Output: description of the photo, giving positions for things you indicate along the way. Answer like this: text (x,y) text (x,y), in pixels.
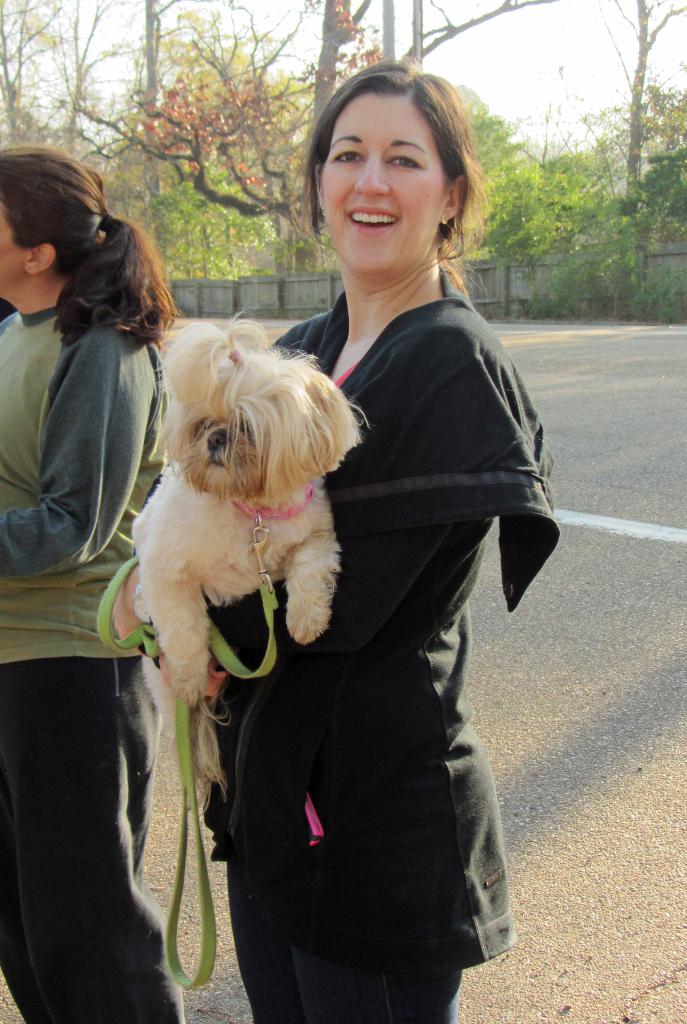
In this image there is a woman (436,634) standing and holding the dog (185,556). To the left side (125,523) there is another woman (115,409) who is standing beside the woman (416,364) who is holding the dog (259,402). At the background (254,79) there are trees (200,206) and wall (254,302).
